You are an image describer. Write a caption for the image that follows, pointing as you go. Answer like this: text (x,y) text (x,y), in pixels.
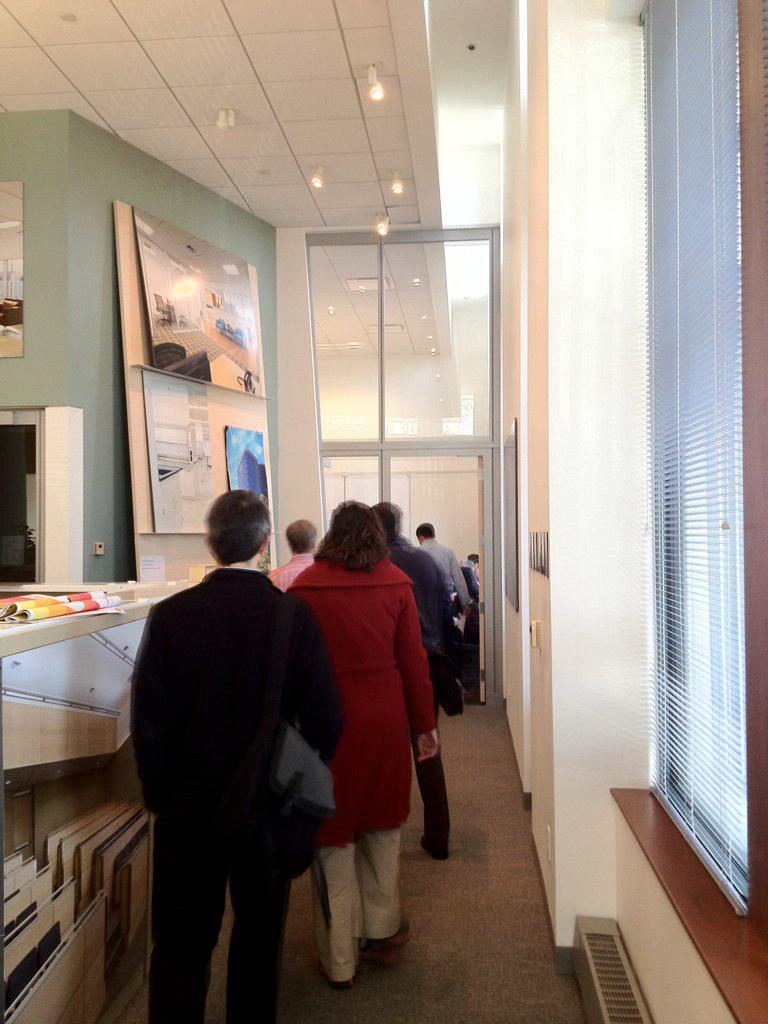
We can see window (665,498) and white color wall (556,356) on the right side of the image (685,461). The roof (449,60) is in white color with lights (413,282). We can see a glass door (365,469) in the middle of the image (438,473) and people (435,682) are entering at the door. We can see big images (186,395) attached to the green color wall (70,317) on the left side of the image (92,432). One man (217,782) is standing, he is wearing black color coat (221,755), pant (214,865) and carrying bag (283,823). And one woman (356,654) is red color coat (369,808) with light brown pant (353,884).
